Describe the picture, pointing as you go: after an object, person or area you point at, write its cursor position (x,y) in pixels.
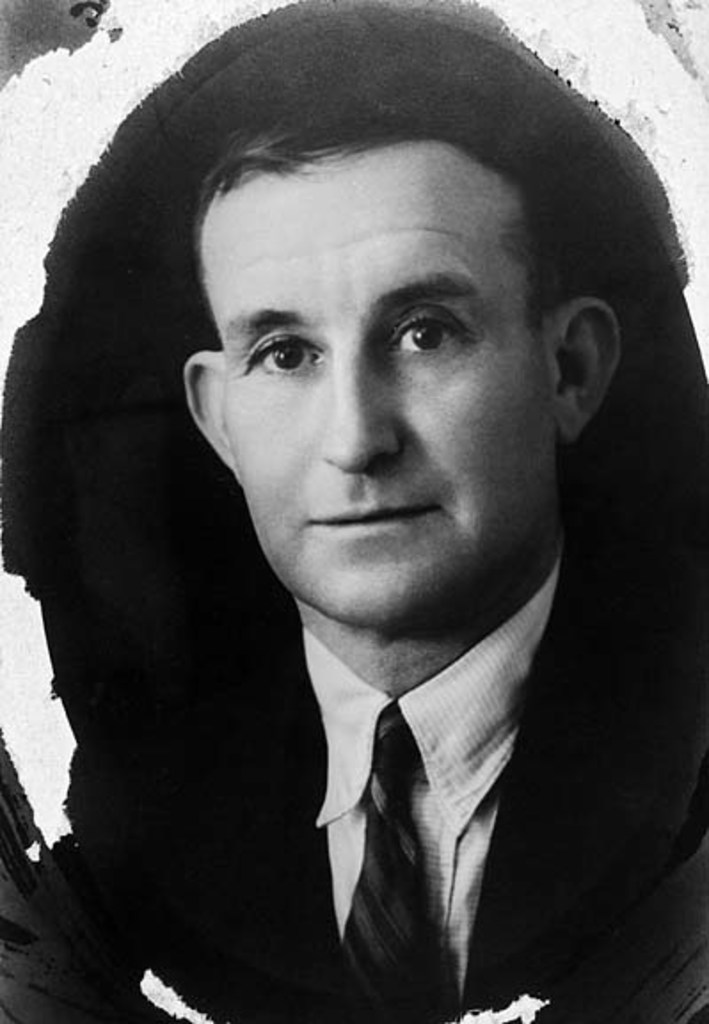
In this picture I can see a man (374,555) and he is wearing a coat (319,930) and a tie (400,955).
